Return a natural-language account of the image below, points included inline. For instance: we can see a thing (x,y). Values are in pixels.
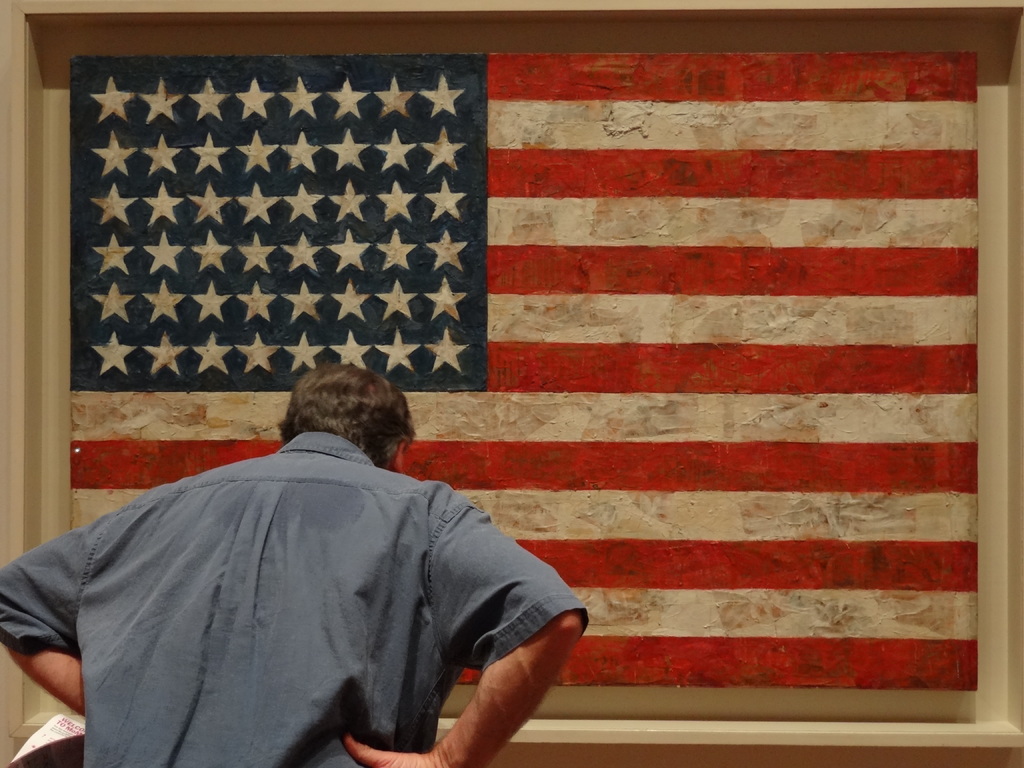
In this image we can see a man (341,656) standing in front of the flag (551,167) that is painted on the wall (49,334).
